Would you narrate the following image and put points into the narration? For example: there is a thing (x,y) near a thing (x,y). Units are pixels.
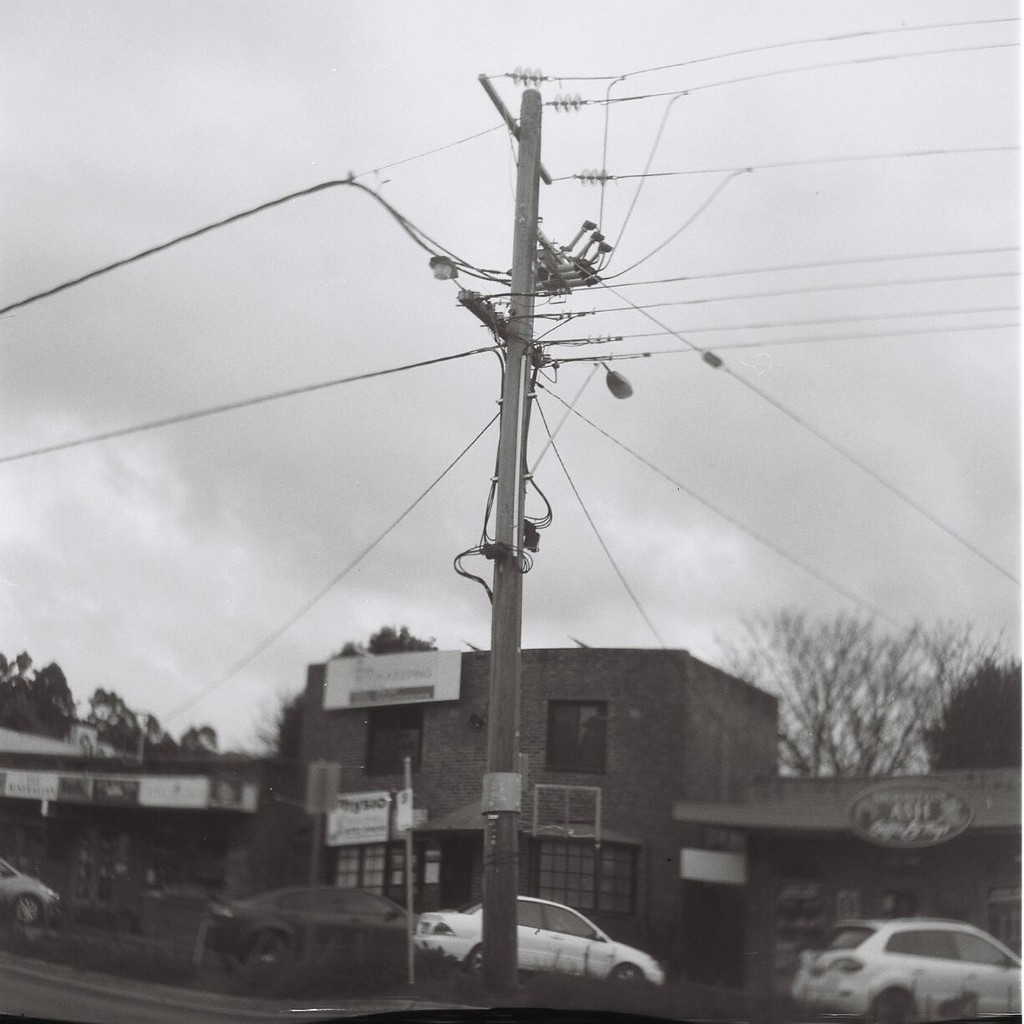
In this image I can see few vehicles (317,905) in-front of the house (546,896). To the house (342,874) I can see the boards (349,698) and windows (549,839). In the background (84,719) I can see many trees (71,701), clouds (435,531) and the sky (377,417). I can also see the current poles (506,688) in the front (519,659).
